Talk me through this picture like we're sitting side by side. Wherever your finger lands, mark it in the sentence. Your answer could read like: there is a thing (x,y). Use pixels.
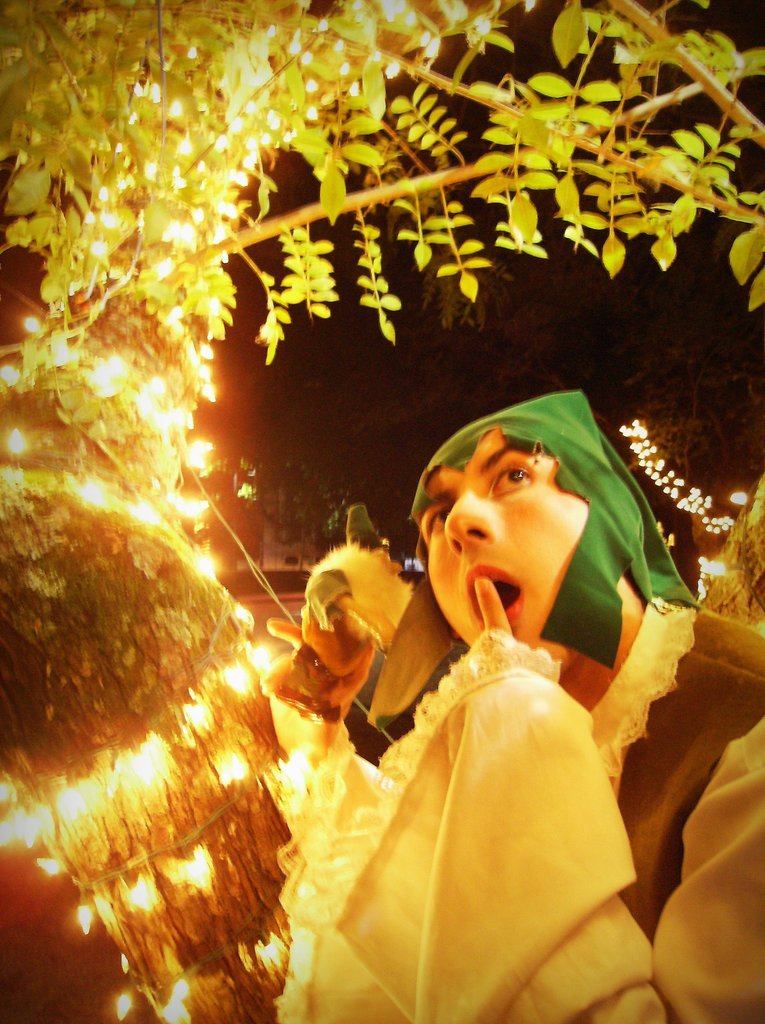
In this image there is a branch (175,242) contains some lights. There is a person (481,547) in the bottom right of the image (522,760) wearing clothes (513,817).
